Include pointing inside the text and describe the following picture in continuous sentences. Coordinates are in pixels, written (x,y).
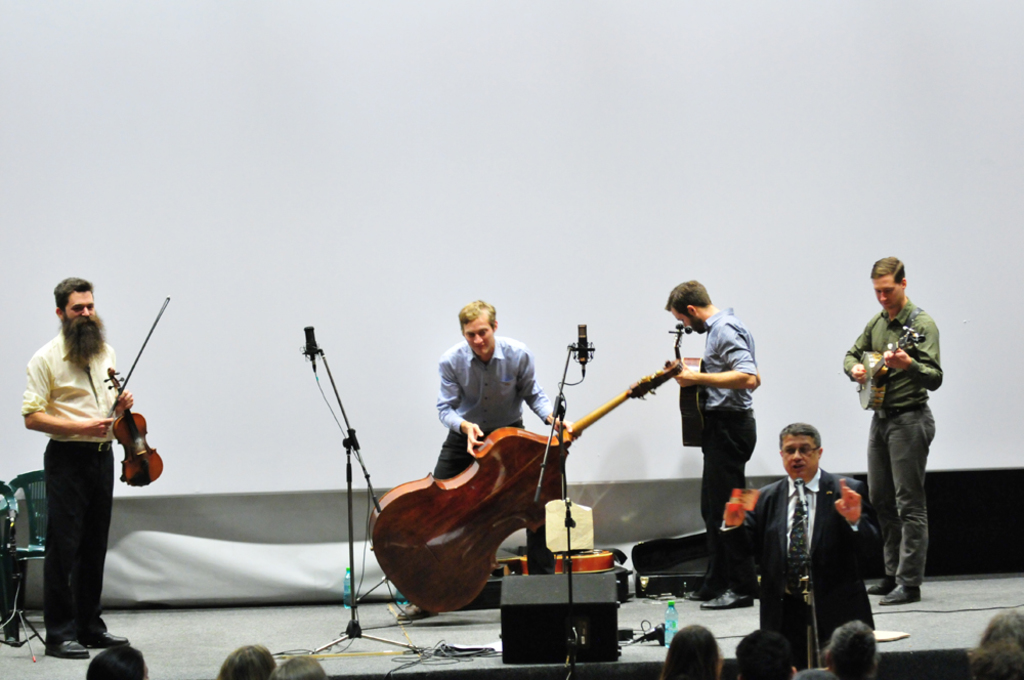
in this image there is a stage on the left side (46,478) one person (86,462) is standing on the floor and holding a violin (133,447) and on the right side of the stage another person (885,414) is standing on the floor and playing some instrument (878,370) and in the middle (521,404) there are some people (514,417) some person (830,542) is talking and another two persons (485,415) they are holding a bass (438,502) and a guitar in front of the mics (354,438) and there are so many instruments (491,506) are there on the stage (194,642) and the background (517,216) is white.
